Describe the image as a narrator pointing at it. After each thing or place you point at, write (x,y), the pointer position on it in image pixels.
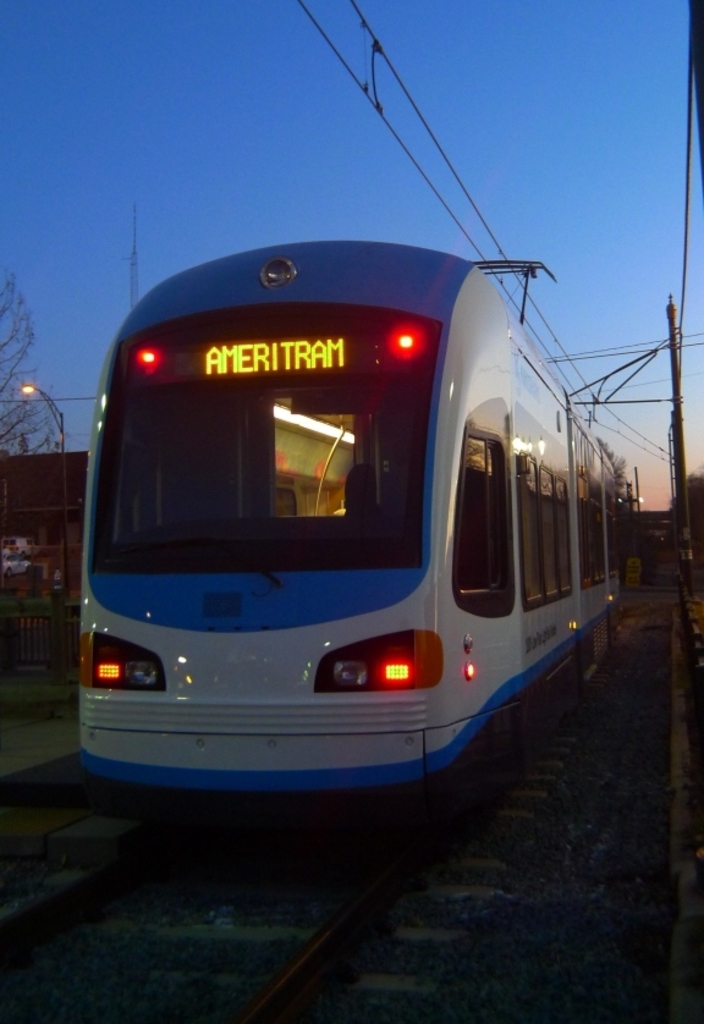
This image is taken during night time. In this image we can see a train (321,645) on the railway track (429,847) with lights (147,355) and also the name (263,361) of the tram (276,362). We can also see the tree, poles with wires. Sky (644,421) is also visible.
